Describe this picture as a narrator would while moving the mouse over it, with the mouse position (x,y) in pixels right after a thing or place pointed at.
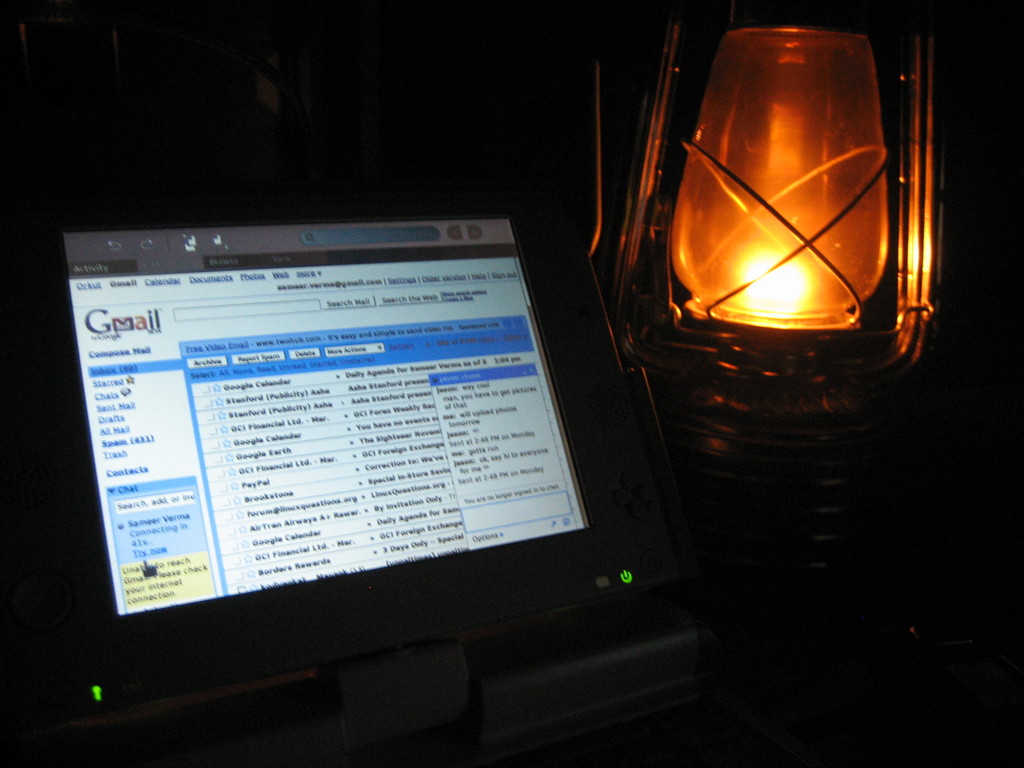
In this picture we can see a monitor (273,301), lantern (743,298) and in the background (108,119) it is dark.
